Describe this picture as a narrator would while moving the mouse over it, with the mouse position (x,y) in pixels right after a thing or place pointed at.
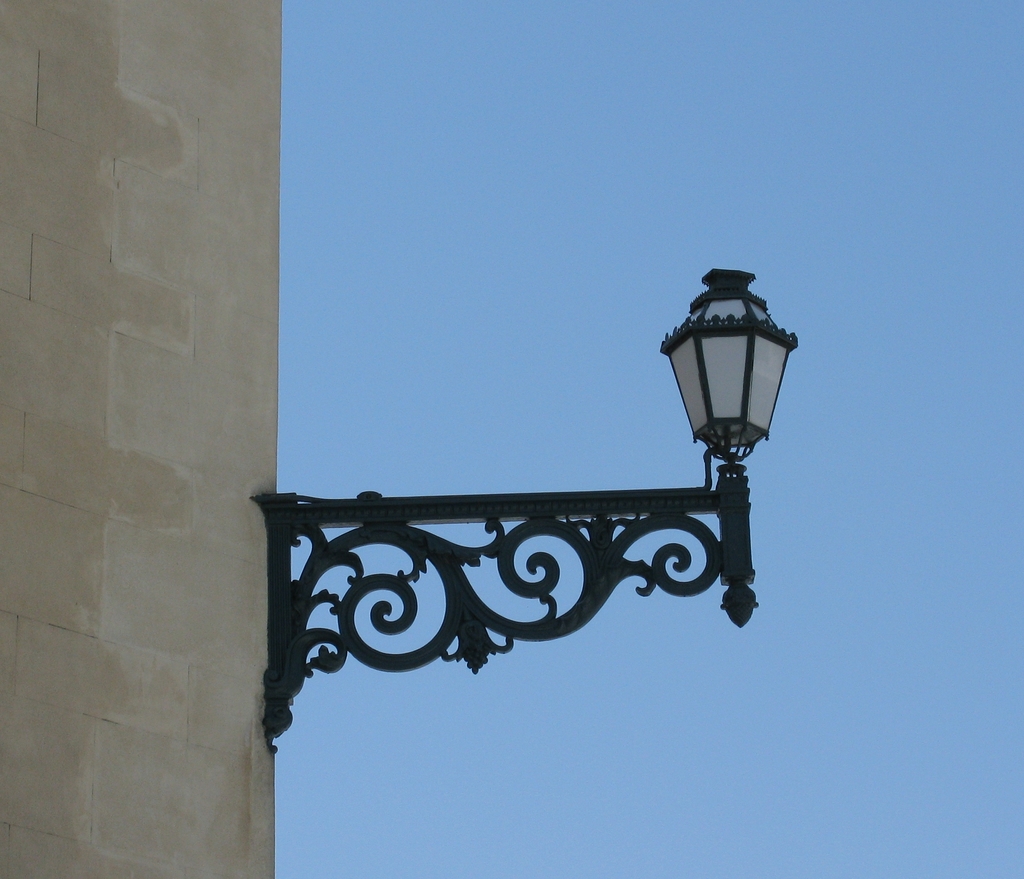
this image we can see a vintage lamp (731,427) attached to the building (252,524) sky (438,526).
